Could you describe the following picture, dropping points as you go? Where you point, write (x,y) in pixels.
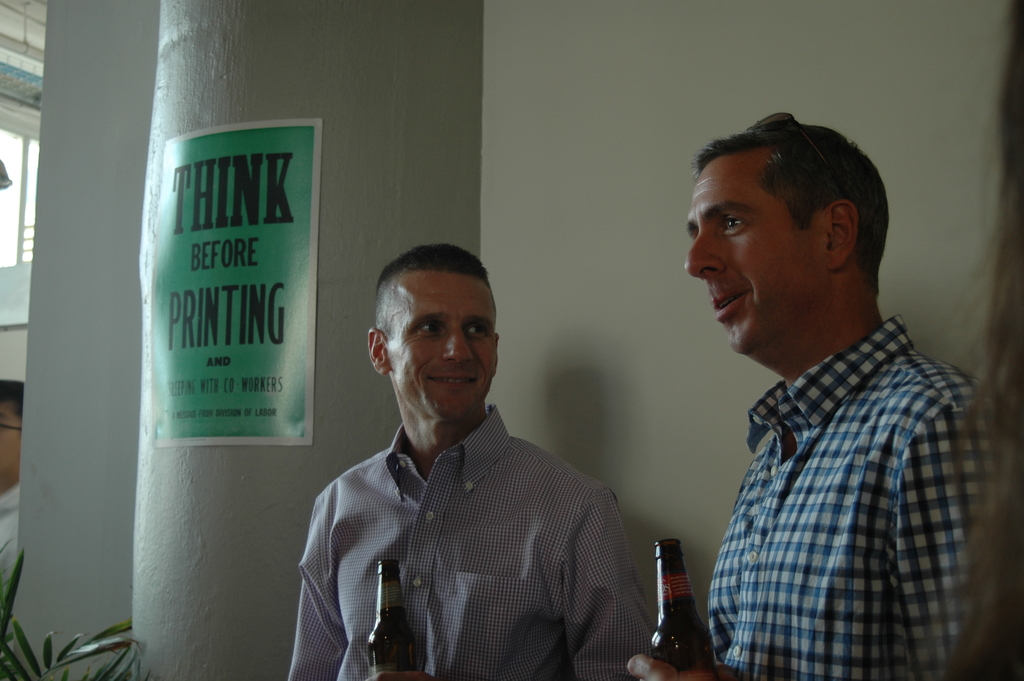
In this picture there are two men (823,479) standing and smiling and holding bottles (400,648). We can see poster (188,295) on a pillar (454,203), leaves (5,651) and wall (975,359). On the right side of the image (1017,374) we can see hair (1005,508). In the background of the image (10,487) we can see a person (13,382) and glass (2,206).
